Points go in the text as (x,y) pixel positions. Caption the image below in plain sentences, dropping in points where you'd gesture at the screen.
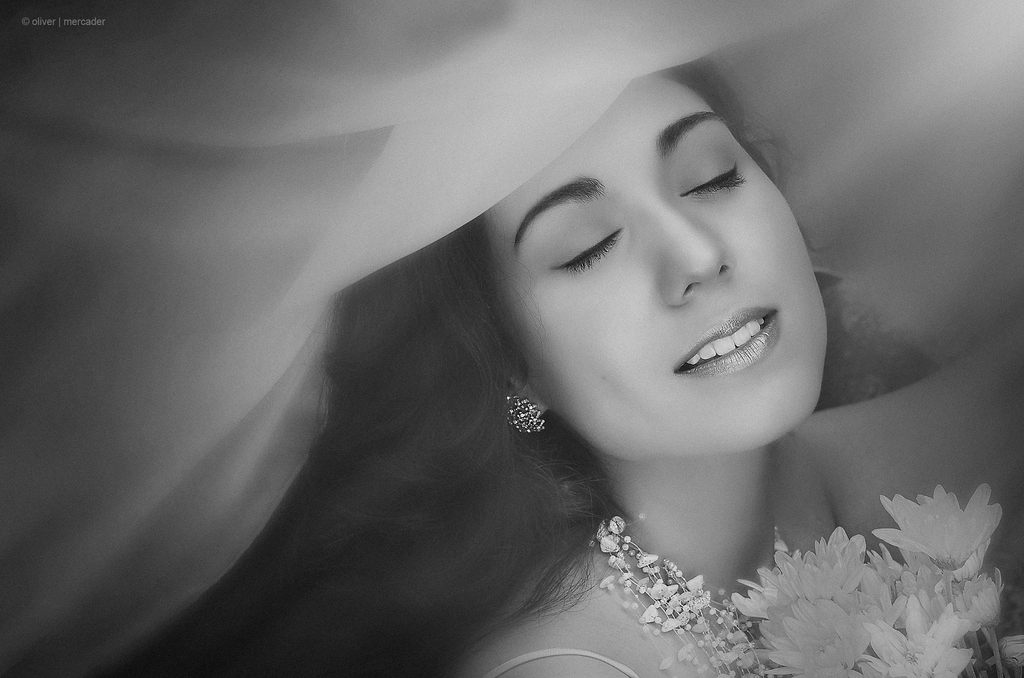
In the image we can see a woman (307,527) wearing clothes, earring (515,408) and she is smiling. This is a flower bouquet (807,604) and watermark (58,24).
